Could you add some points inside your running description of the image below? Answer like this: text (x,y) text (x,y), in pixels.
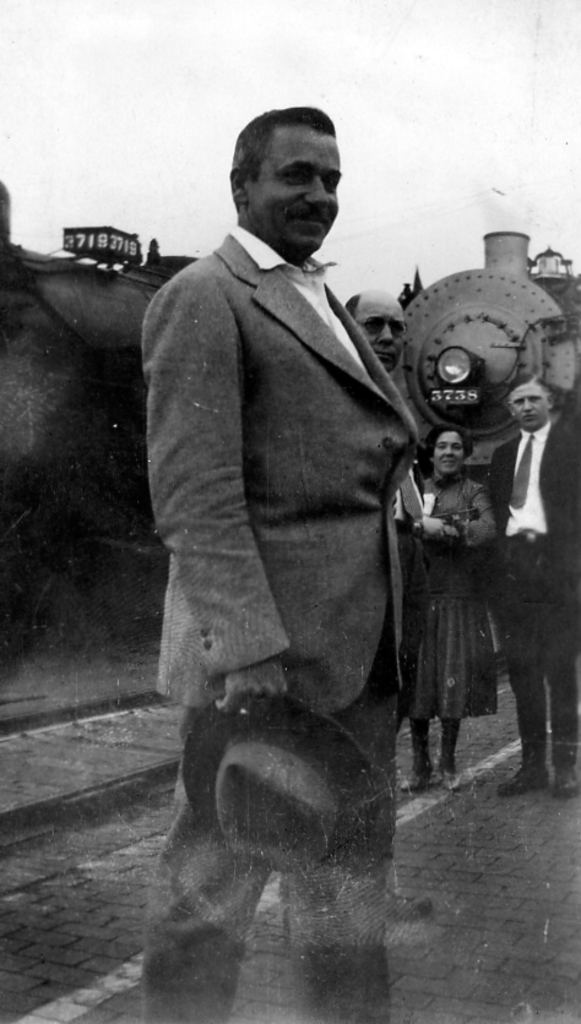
This is a black and white image and here we can see people (367,606) and one of them is holding a hat (316,702). In the background (453,356), there are trains (464,310) and we can see some text (80,240) on the board (125,235). At the top (225,92), there is sky (303,94) and at the bottom (68,914), there is a road (96,946).
